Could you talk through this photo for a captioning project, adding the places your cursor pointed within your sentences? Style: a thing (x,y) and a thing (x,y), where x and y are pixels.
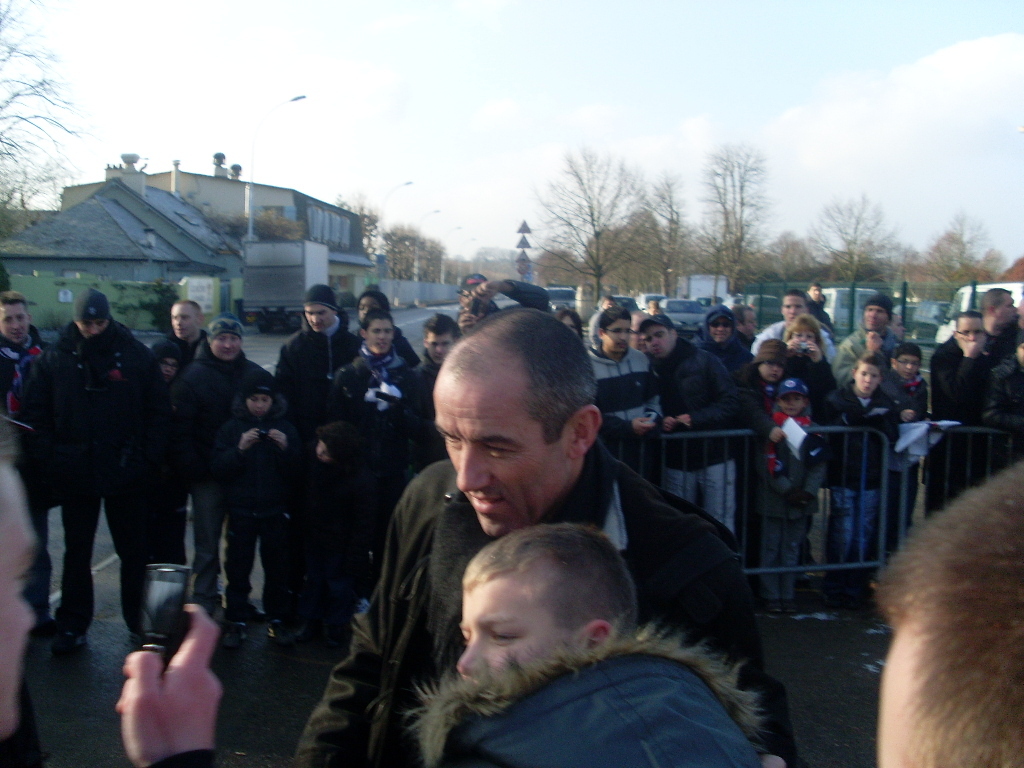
In this image, we can see a group of people (671,564). Few are standing near the barricades (855,547). Few are holding some objects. Background (680,318) we can see few houses (55,242), trees (557,251), poles (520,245), sign boards (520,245), vehicles (954,324). Top of the image (563,85), there is a sky (679,85).
